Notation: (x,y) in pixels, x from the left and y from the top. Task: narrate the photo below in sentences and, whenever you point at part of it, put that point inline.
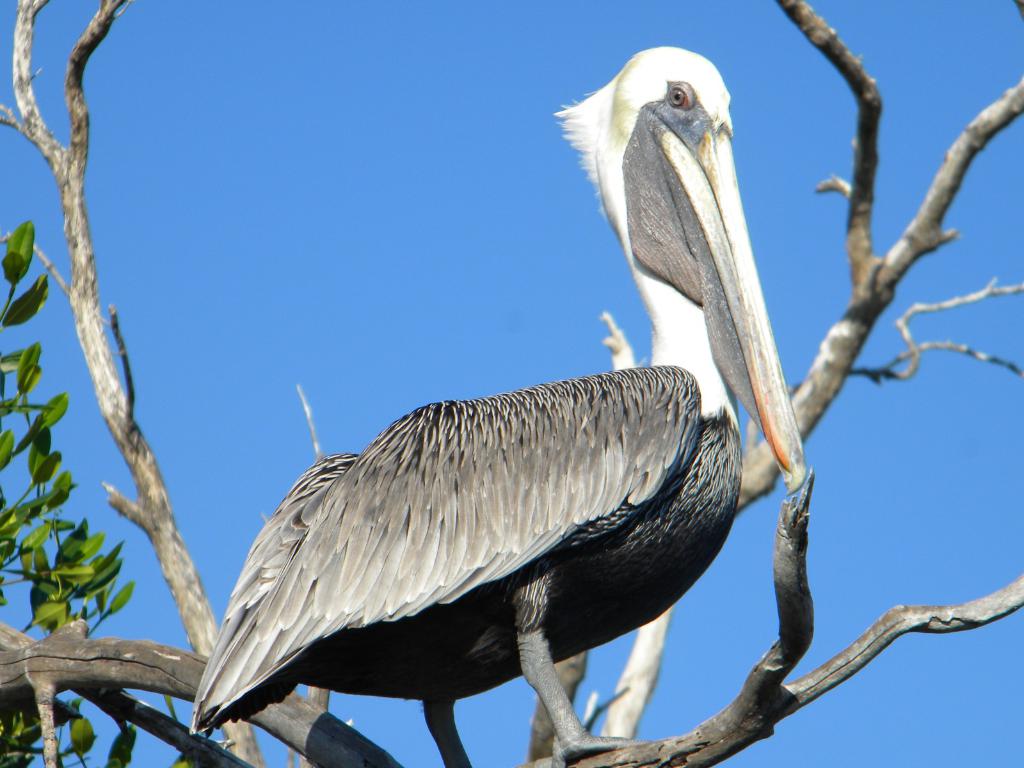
This image is taken outdoors. At the top of the image (349,164) there is the sky (935,557). On the left side of the image (60,588) there is a tree (45,578) with leaves (61,594) and stems (31,485). In the middle of the image (439,496) there is a tree (786,590) with branches (122,664) and there is a bird (460,560) on the branch (612,752) of a tree (641,743).
